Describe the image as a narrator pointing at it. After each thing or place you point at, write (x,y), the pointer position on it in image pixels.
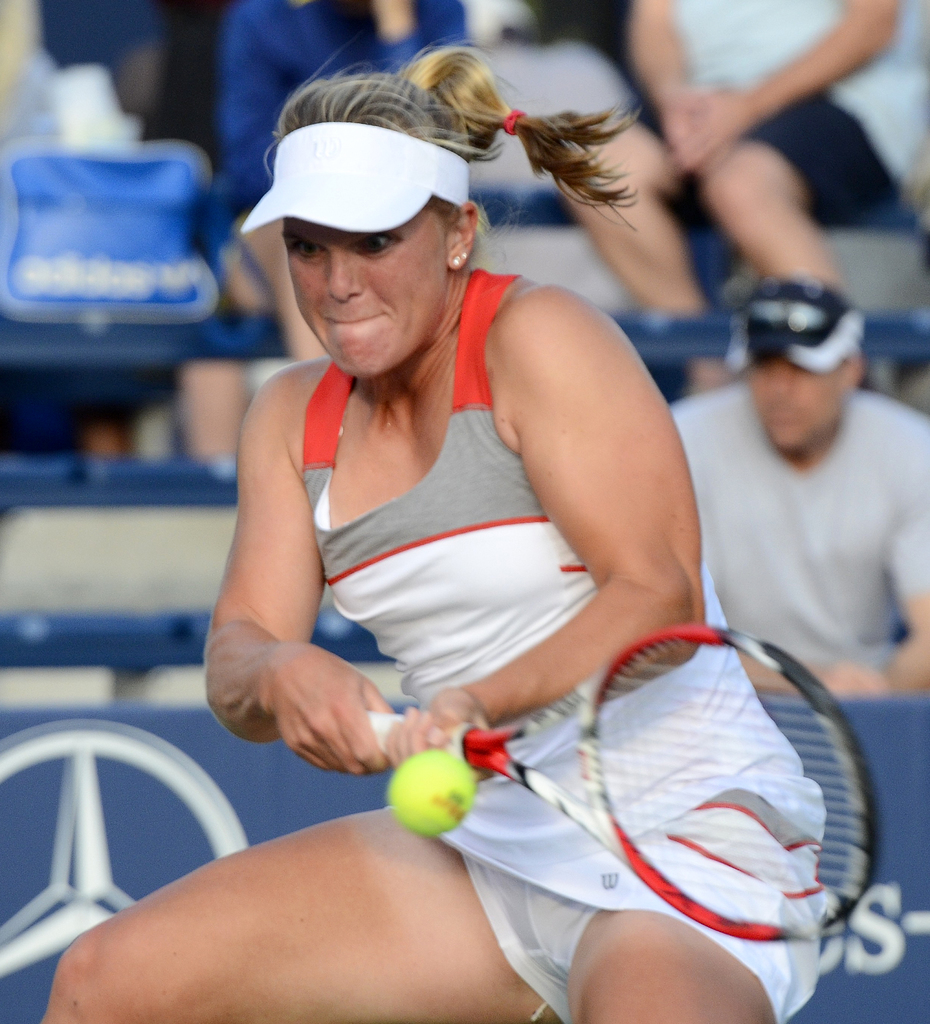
In this image i can see a woman (546,676) is holding a bat (654,749) and hitting a ball (437,752).
